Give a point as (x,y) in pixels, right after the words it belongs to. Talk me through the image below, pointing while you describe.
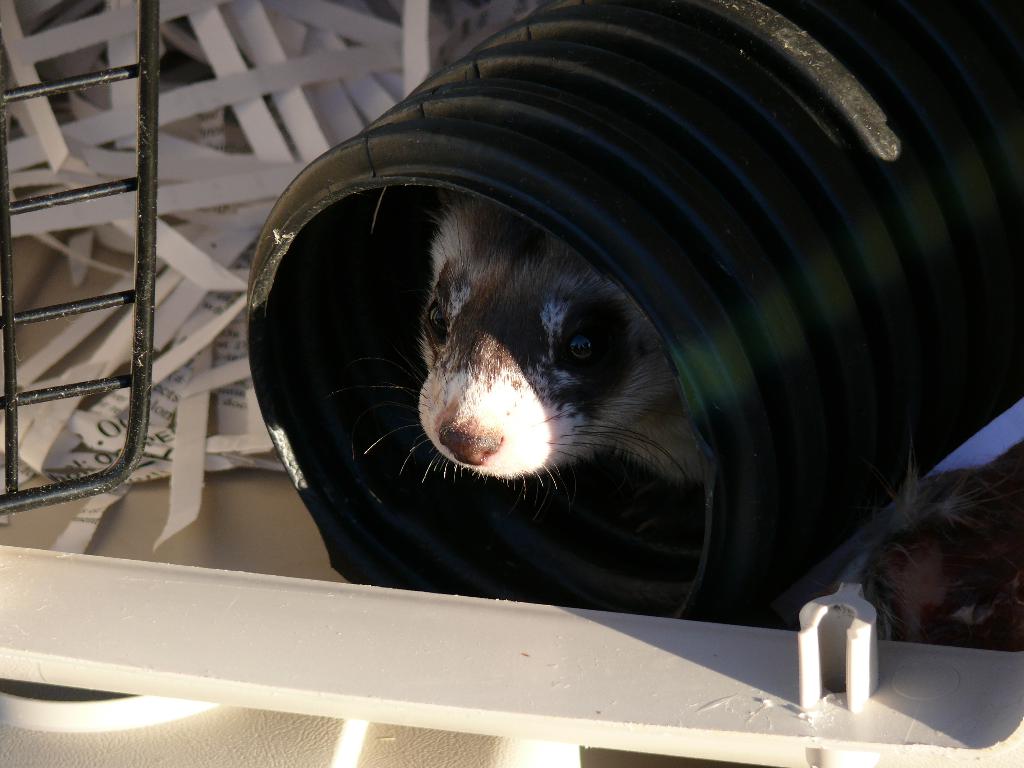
In this image in the center (362,430) there is one barrel (864,453), in that barrel (925,141) there is one animal (533,357) and beside the barrel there is some object (905,599) and in the background (115,119) there are some papers (225,138). At the bottom (322,663) there is pole (175,619), and on the left side (146,340) there is a grill (141,336).
